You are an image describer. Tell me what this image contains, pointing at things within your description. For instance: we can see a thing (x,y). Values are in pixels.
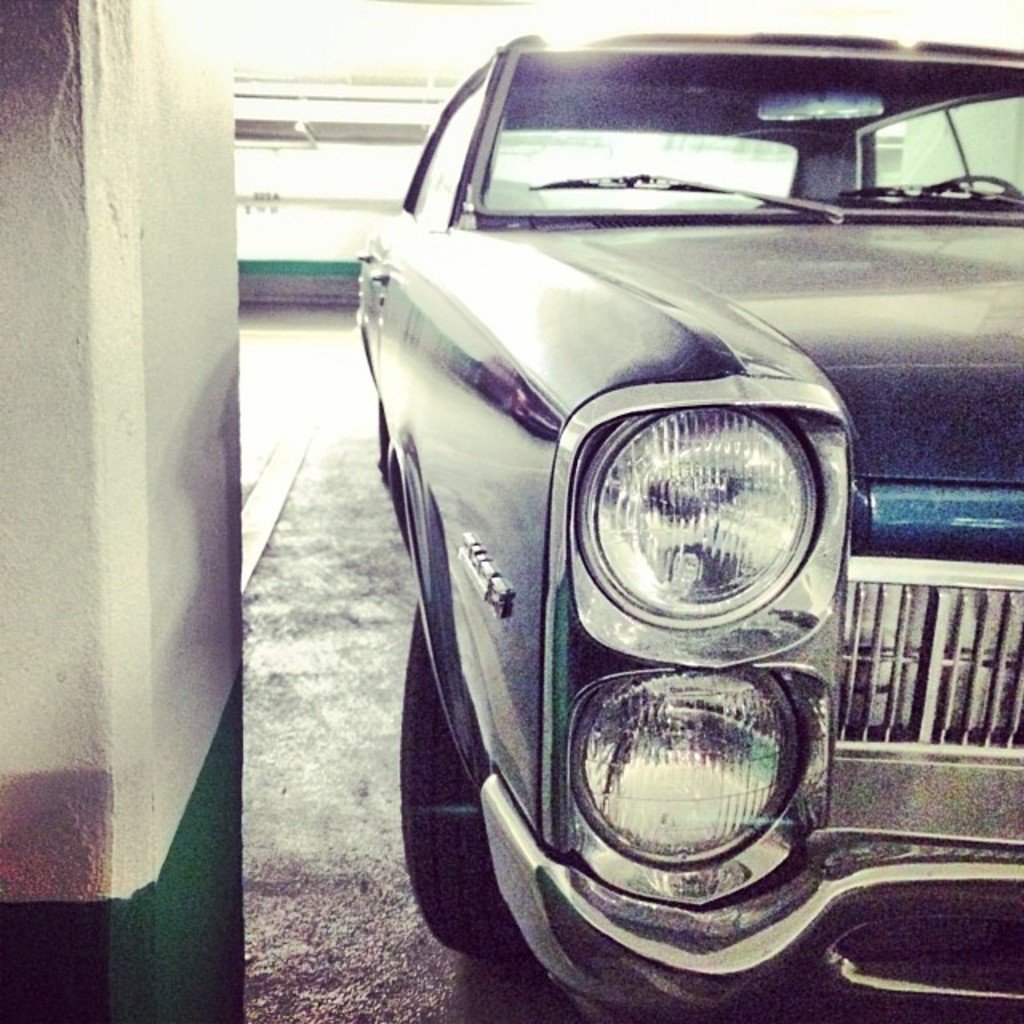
In this image we can see a car (675,518) placed on the surface (276,831). On the left side (213,299) we can see a pillar (237,557). On the backside (277,168) we can see a wall (324,168).
